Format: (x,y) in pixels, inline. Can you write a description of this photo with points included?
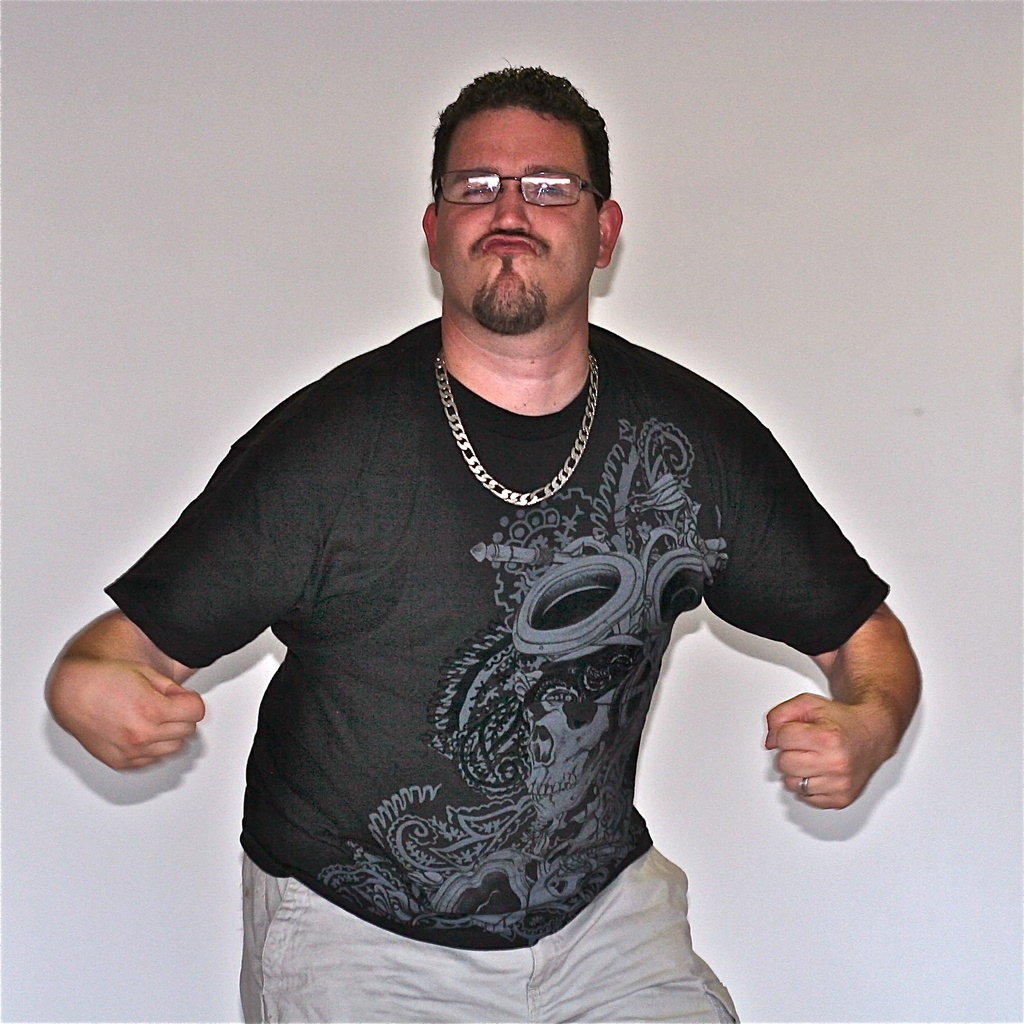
In this picture, we see a man (485,617) in the black T-shirt (447,628) is standing. He is wearing the spectacles (493,183) and a chain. He is posing for the photo. In the background (143,459), we see a white wall (850,393).
